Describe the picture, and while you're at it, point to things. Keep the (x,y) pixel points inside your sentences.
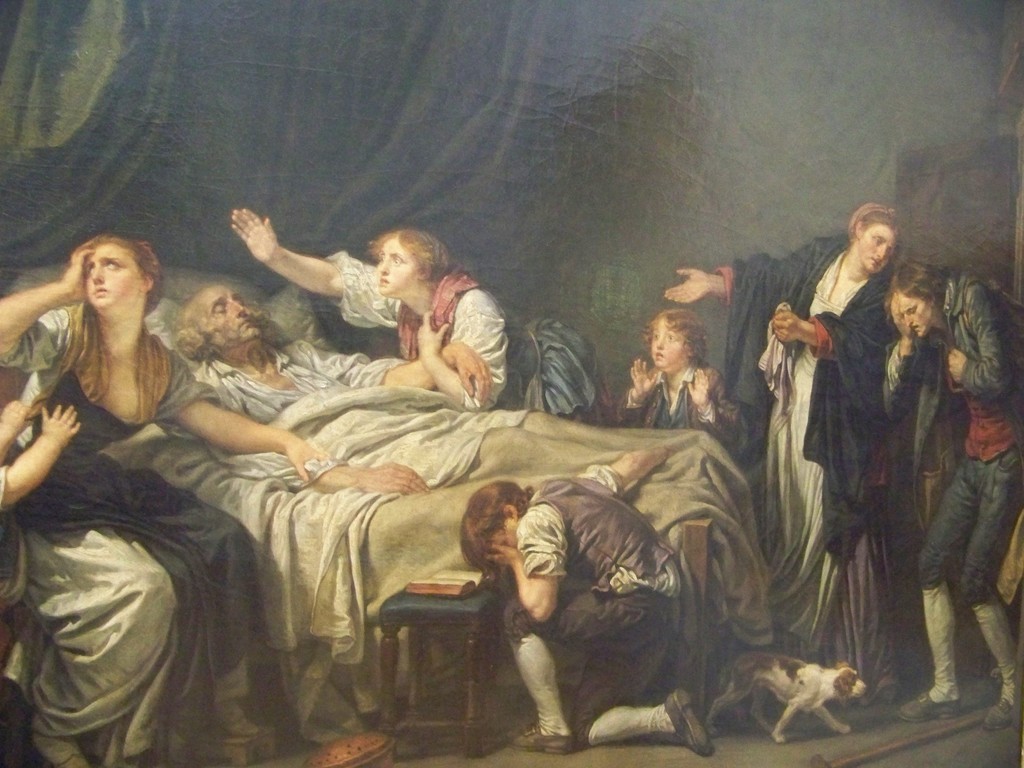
In this image we can see pictures (590,705) of persons (738,418), clothes (882,513), stool (439,724), book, stick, and a dog (769,673). There is a dark background (506,72).
